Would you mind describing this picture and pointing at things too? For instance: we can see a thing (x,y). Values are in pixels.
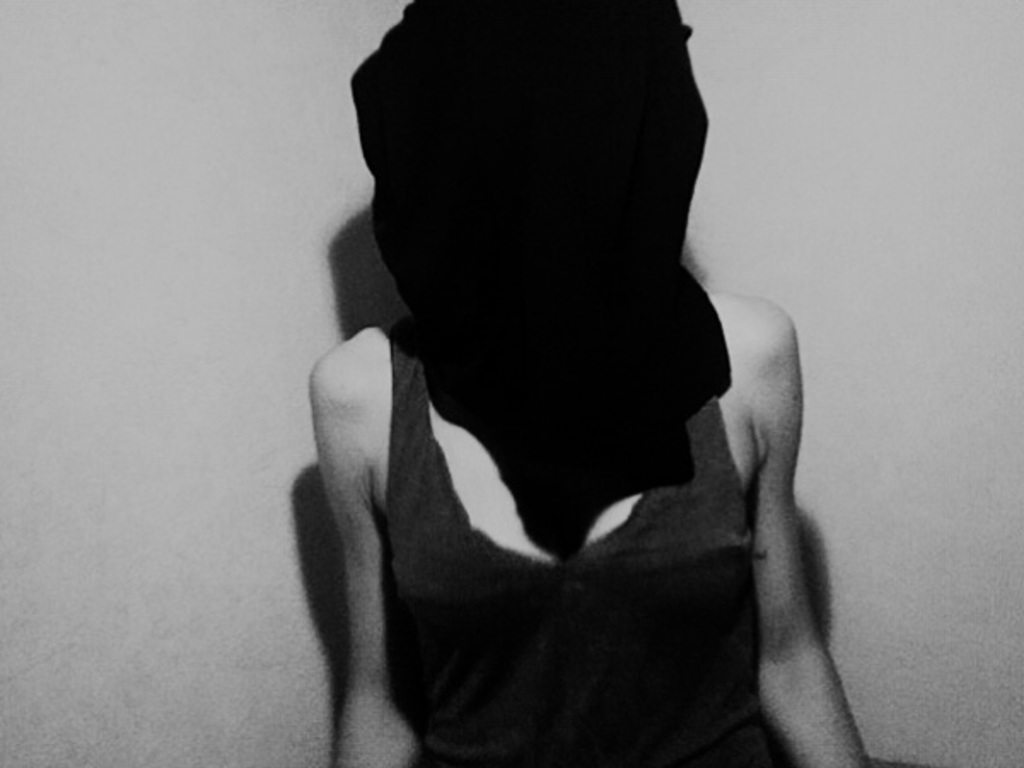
In the picture I can see a woman (700,130) in the middle of the image (559,433) and there is black color mask (492,164) on her face (471,117). In the background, I can see the wall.
